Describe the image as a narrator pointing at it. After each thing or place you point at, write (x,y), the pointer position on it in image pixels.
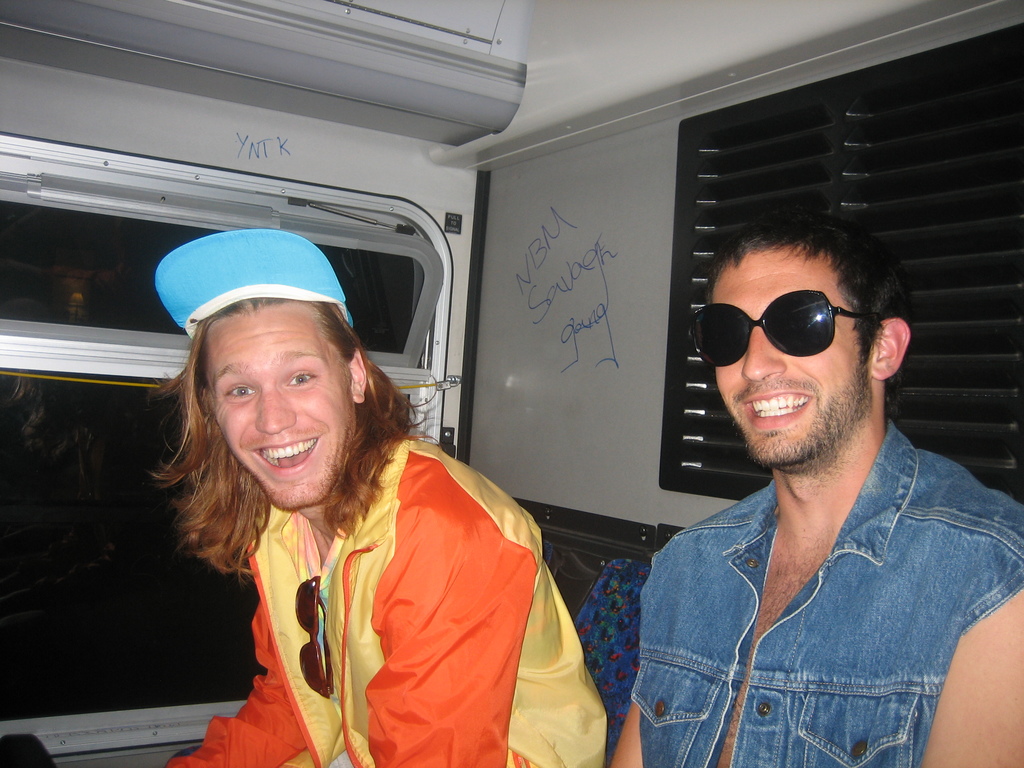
In this image we can see two persons (340,550) are sitting and smiling, he is wearing the glasses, there is a glass window (181,369).
